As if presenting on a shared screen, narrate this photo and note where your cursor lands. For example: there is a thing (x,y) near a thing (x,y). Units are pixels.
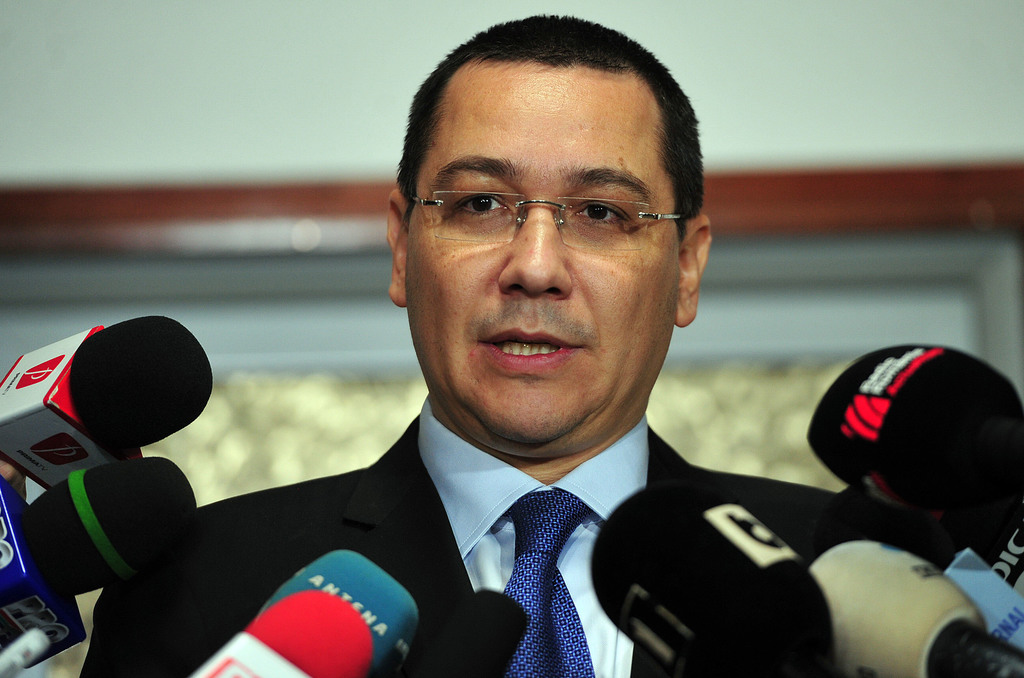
In this image, we can see a man (510,375) in a suit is talking and wearing glasses (498,233). At the bottom (869,565), we can see few microphones (238,643). Background (817,85) there is a blur view. Here we can see a white color.
